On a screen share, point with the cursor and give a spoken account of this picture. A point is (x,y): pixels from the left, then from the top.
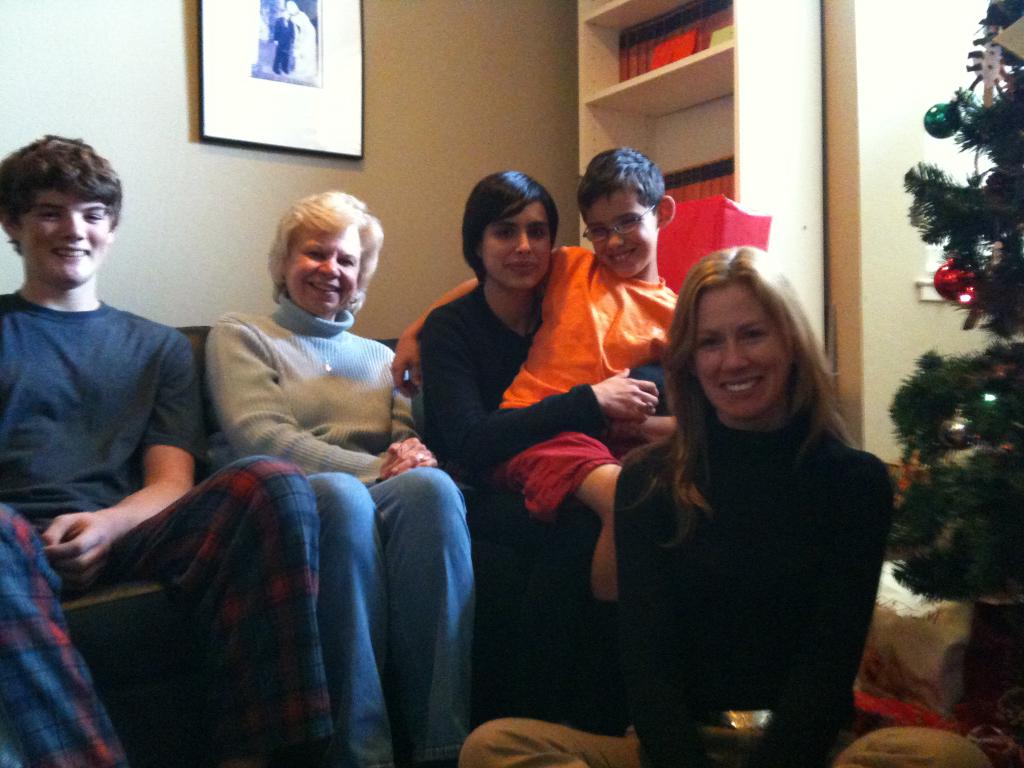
In this image in the front (396,382) there are persons (725,468) sitting and smiling. On the right side (997,344) there is a tree (1001,350). In the background (308,119) there is a frame (344,112) on the wall (475,89) and there is a shelf (690,59) with the books (700,47) inside it.
